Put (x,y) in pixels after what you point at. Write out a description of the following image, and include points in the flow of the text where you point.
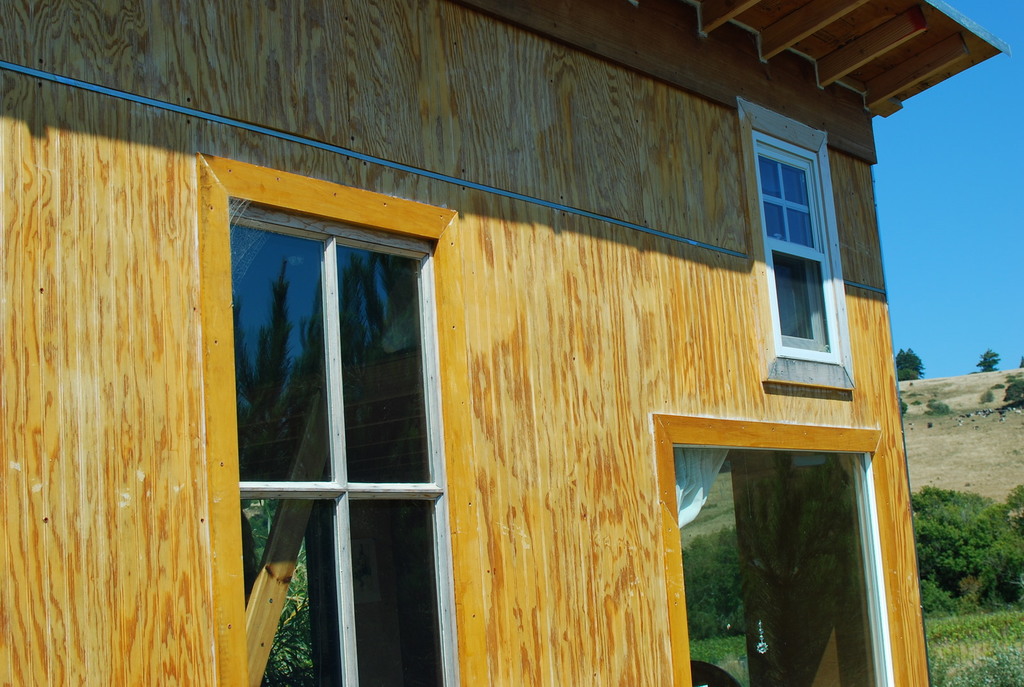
In this image there is a house (361,284). There are glass windows (336,461) to the house (784,199). To the right (947,415) there are plants (956,569) and grass (967,471) on the hill (966,445). In the top right (948,201) there is the sky (921,239).
